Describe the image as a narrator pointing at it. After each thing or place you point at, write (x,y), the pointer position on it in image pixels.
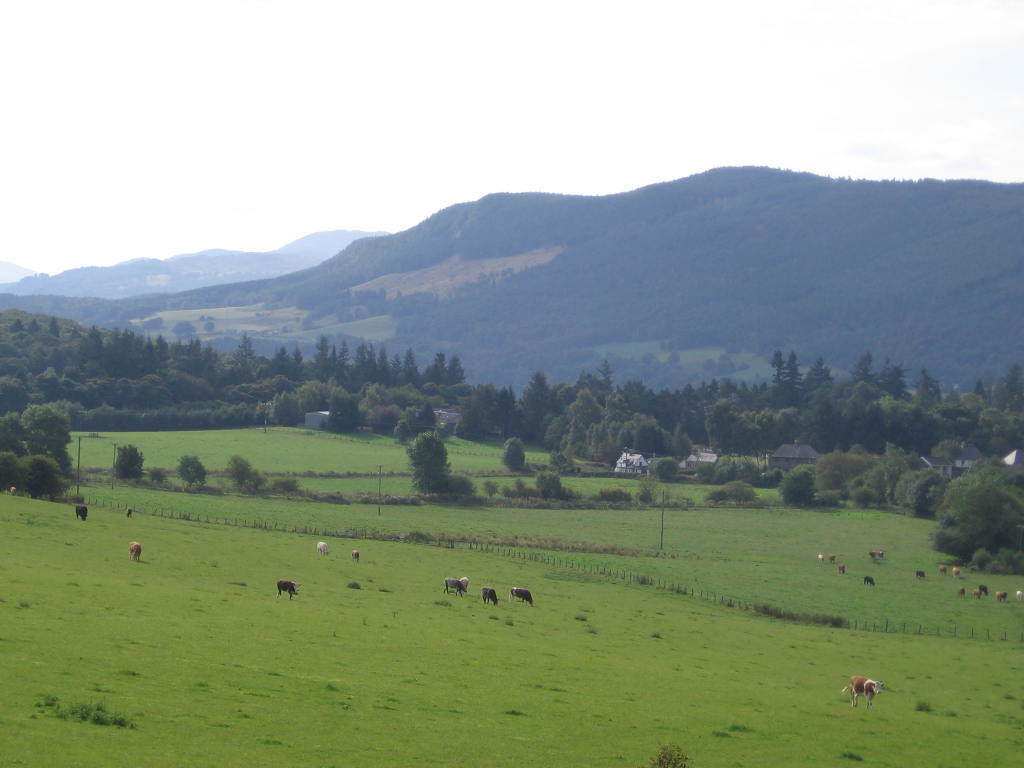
In this image in the front (506,696) there's grass (539,691) on the ground (327,609). In the center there are animals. In the background (358,408) there are trees (889,424) and mountains (419,279) and there are houses (633,468).
